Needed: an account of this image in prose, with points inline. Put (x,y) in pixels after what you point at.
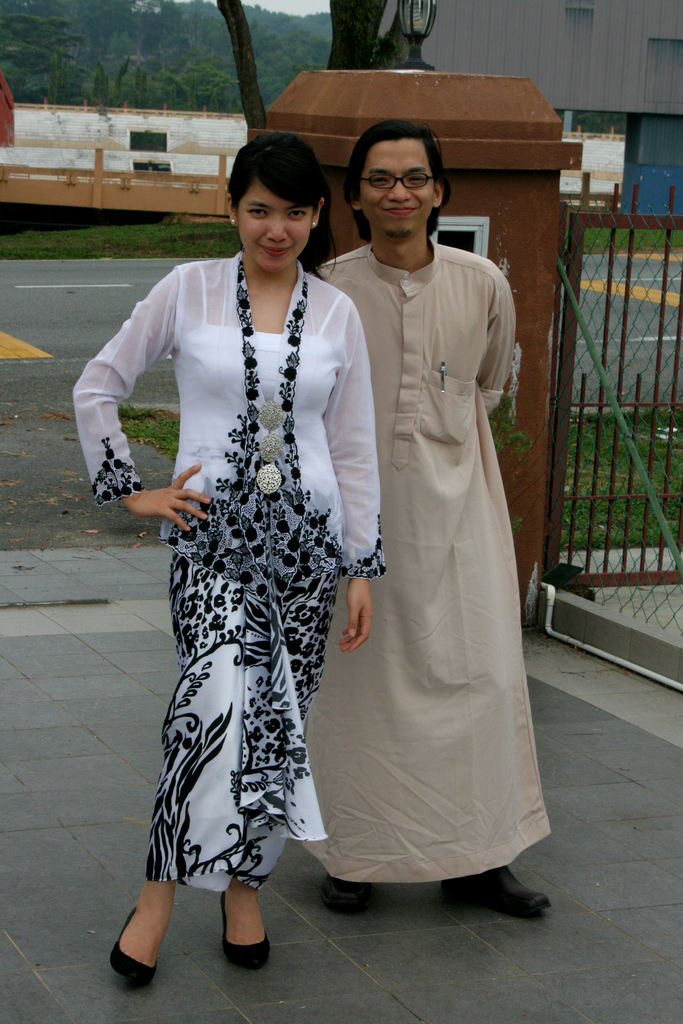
In the image in the center (354,413), we can see two persons (390,461) are standing and they are smiling. In the background (48,45), we can see trees (243,21), one building (633,94), fence (626,284) etc.
